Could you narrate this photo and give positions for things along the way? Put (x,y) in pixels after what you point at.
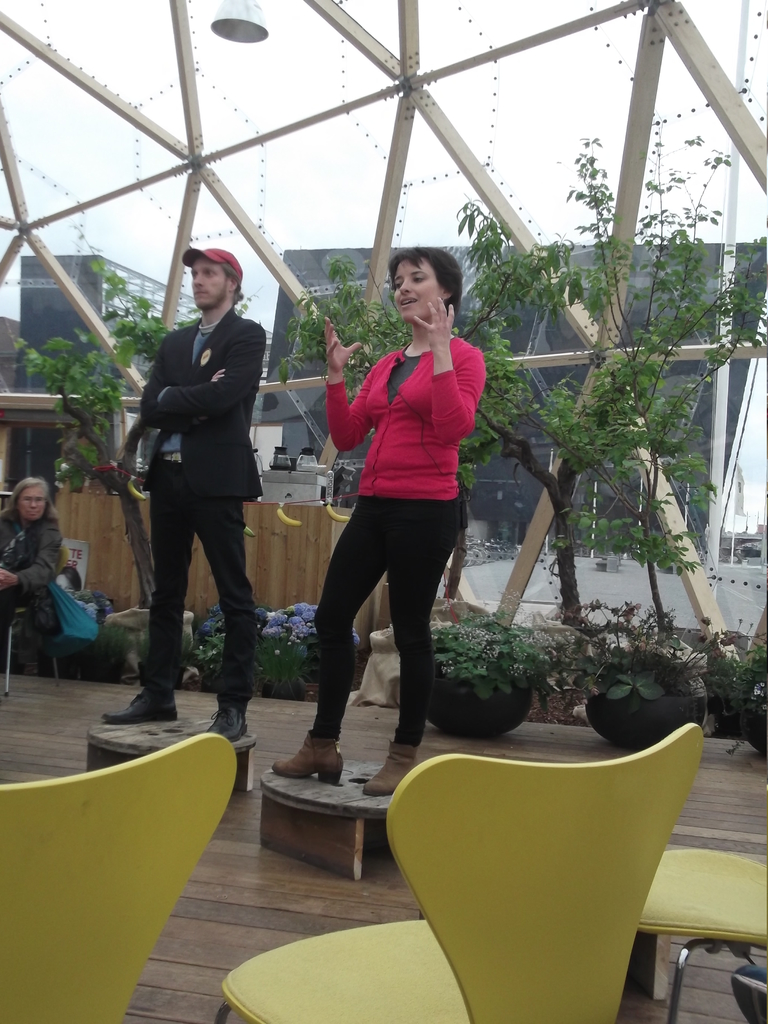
In this image there are chairs (542,786), tables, persons (403,728), potted plants (679,674) and trees (599,449) in the foreground (554,552). There are buildings (358,457), cupboard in the background (695,414). There is a light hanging on roof (234,133) at the top (395,157).
